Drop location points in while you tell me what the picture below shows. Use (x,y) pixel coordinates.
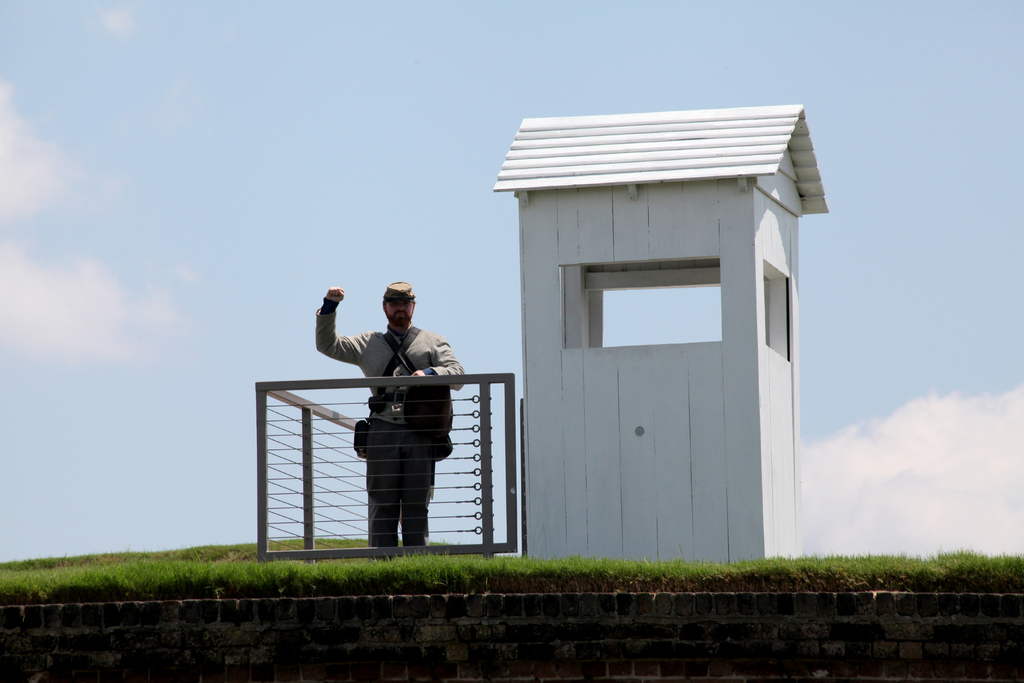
In this image I can see a man (418,332) is standing and I can see he is wearing a cap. I can also see grass (632,570), a white color shack (631,370), clouds (973,420) and the sky (408,171).
